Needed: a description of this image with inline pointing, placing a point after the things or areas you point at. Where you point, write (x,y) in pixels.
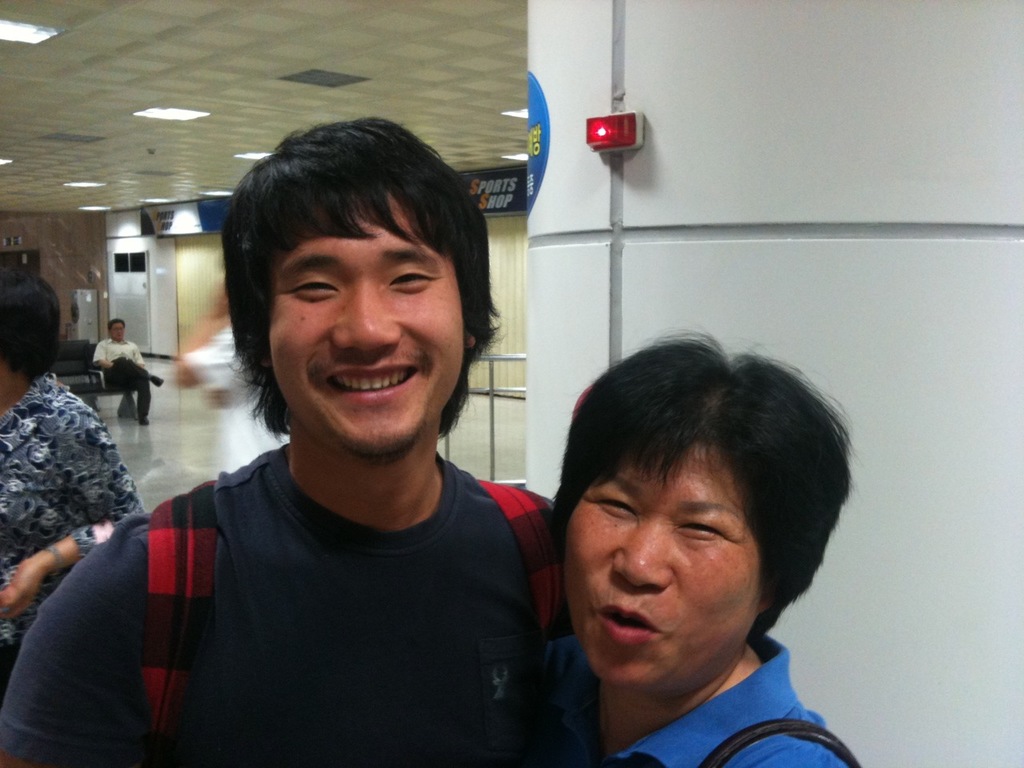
Here we can see two persons (294,523) carrying bags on their shoulders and one is smiling. On the left (36,467) a person (79,405) is standing. In the background (104,376) we can see a man (99,353) is sitting on the chair (71,375), doors (147,349), hoardings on the wall (25,231), lights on the ceiling (76,112) and a red light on the right side wall (656,258).
